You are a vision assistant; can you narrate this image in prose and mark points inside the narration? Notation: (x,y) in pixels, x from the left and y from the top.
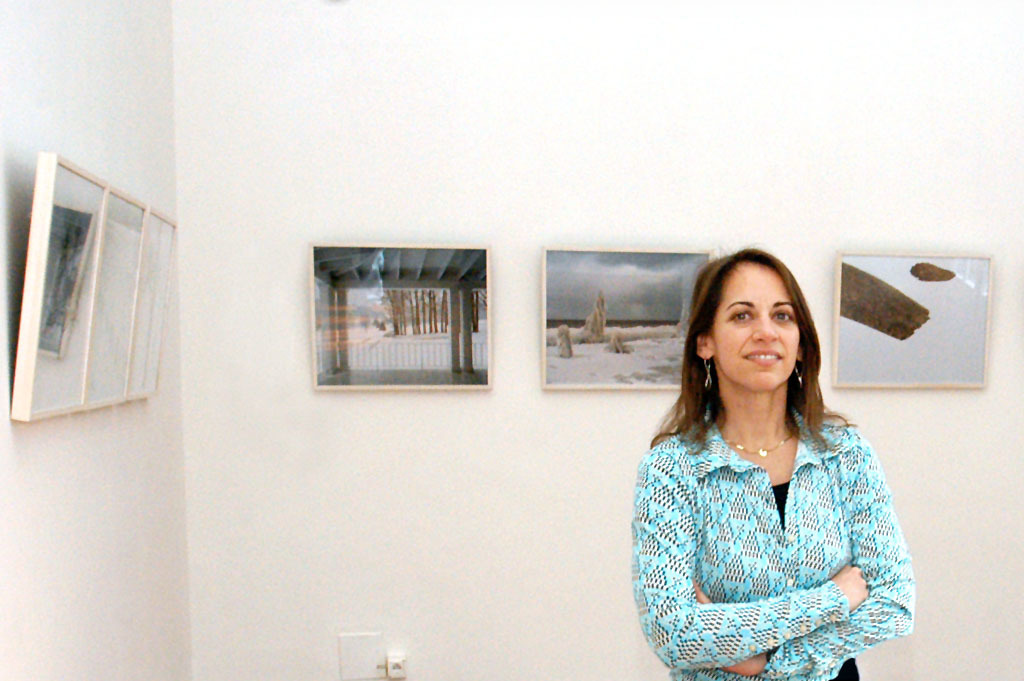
In this picture there is a woman (742,445) who is standing near to the wall (953,604). On that wall (978,572) we can see many photo frames (625,344). At the bottom (354,661) there is a socket (352,648).
